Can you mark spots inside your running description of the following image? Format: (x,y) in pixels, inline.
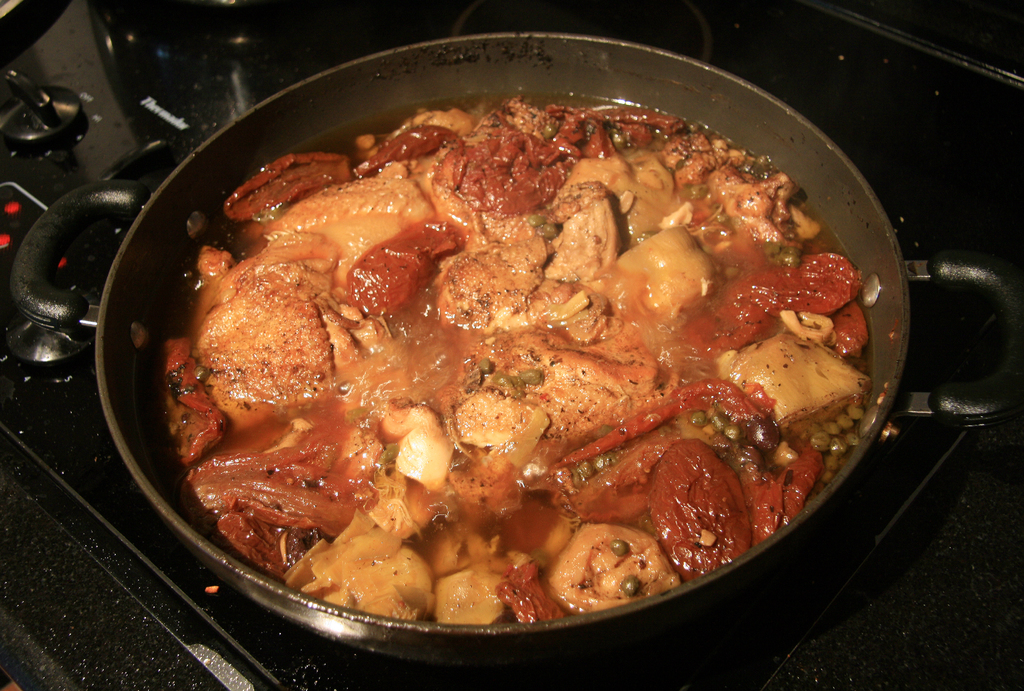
In this image, we can see some food item (459,380) in a pan (186,219) is placed on the stove (123,522).
